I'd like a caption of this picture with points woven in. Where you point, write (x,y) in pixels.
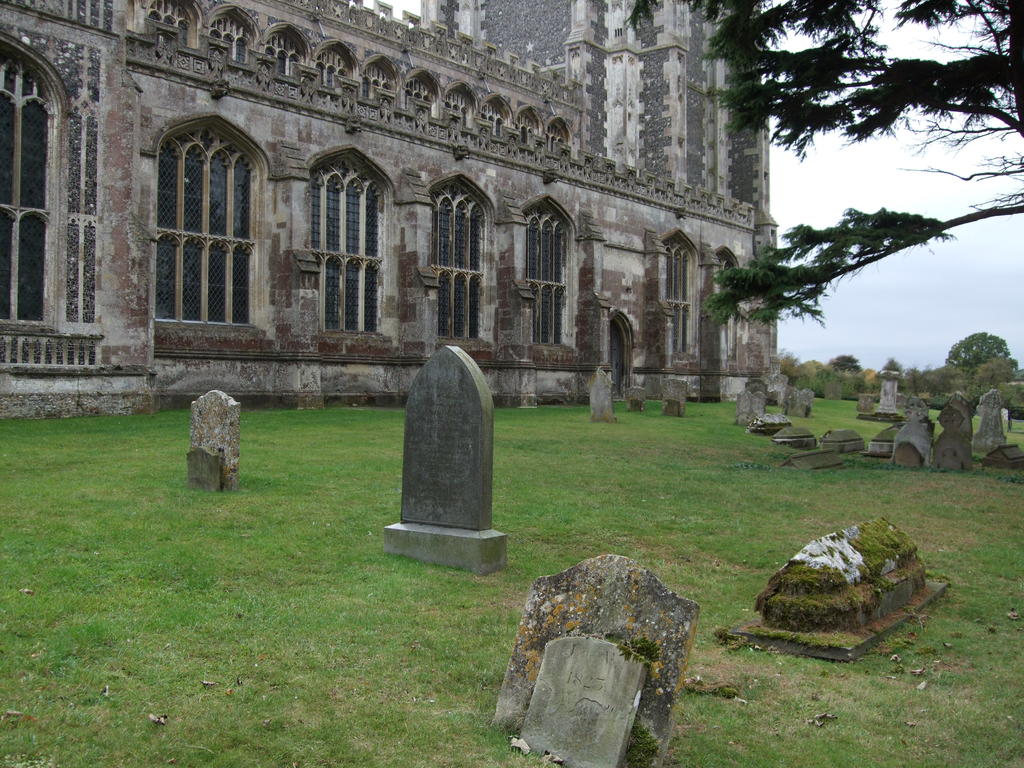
In this image there is a building (578,240), in front of the building (540,262) there is a graveyard (646,522). On the right side of the image (911,170) there is a tree (866,95). In the background (919,275) there is a sky (887,292).
